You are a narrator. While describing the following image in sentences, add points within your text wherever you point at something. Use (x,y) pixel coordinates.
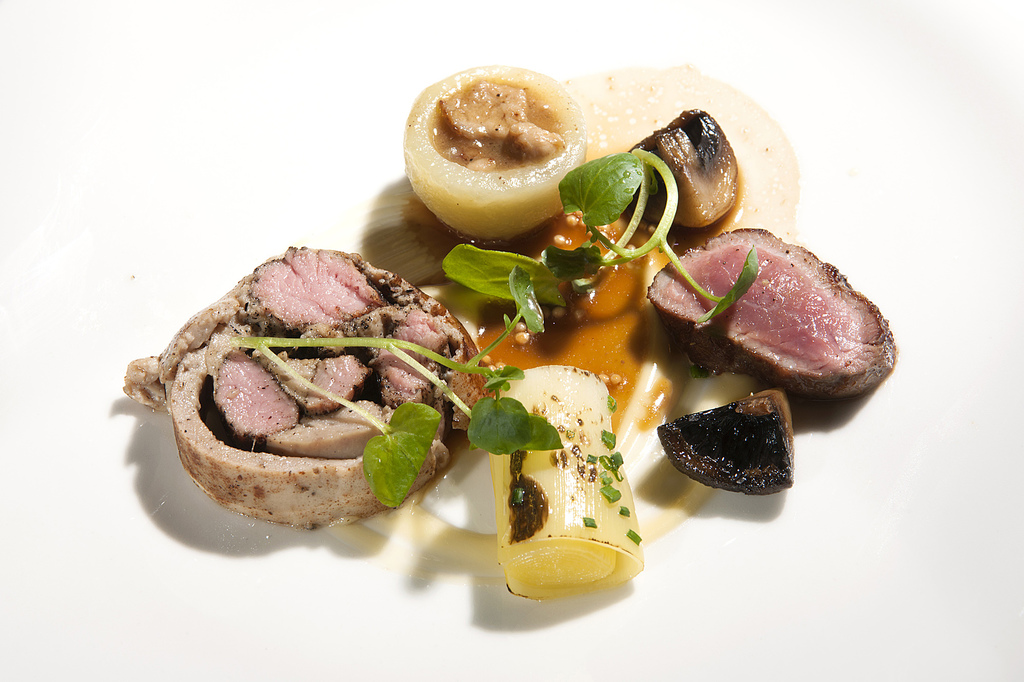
In this picture I can see the white color surface (32,439), on which there is food (439,192) which is of brown, pink, yellow and black color. I can also see few leaves (501,284).
